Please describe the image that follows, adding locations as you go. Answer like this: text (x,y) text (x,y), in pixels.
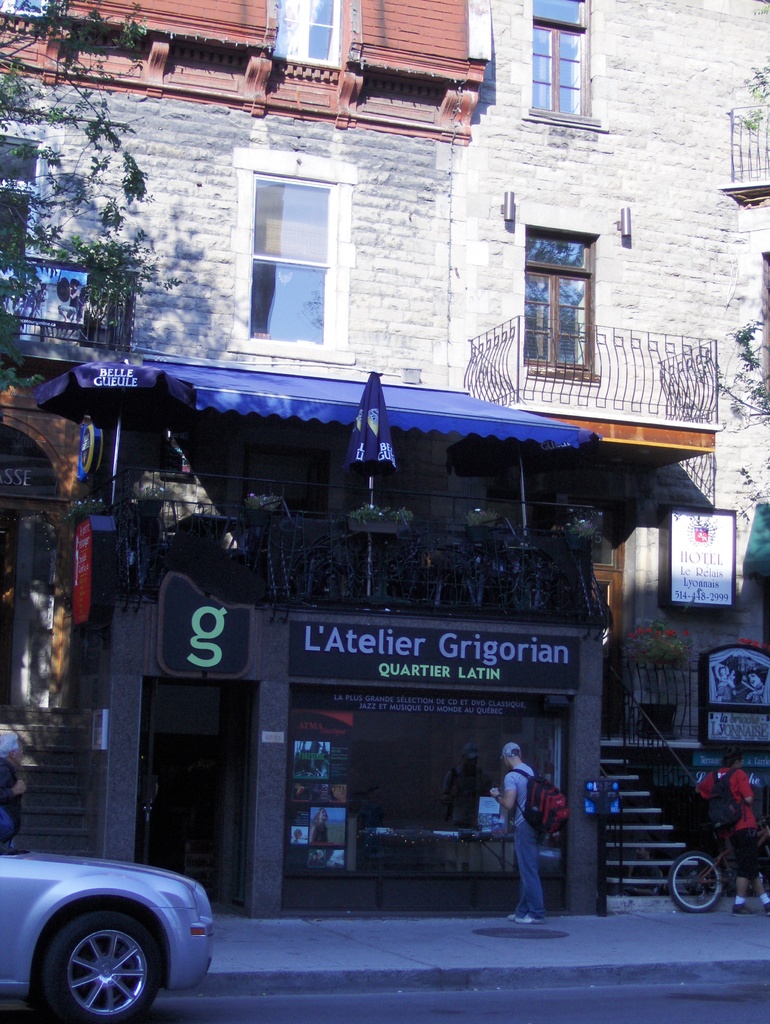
This image consists of a building (466,225) along with the windows (353,746). At the bottom (367,718), there is a shop (399,733). To the left (75,916), there is a car (33,872).
